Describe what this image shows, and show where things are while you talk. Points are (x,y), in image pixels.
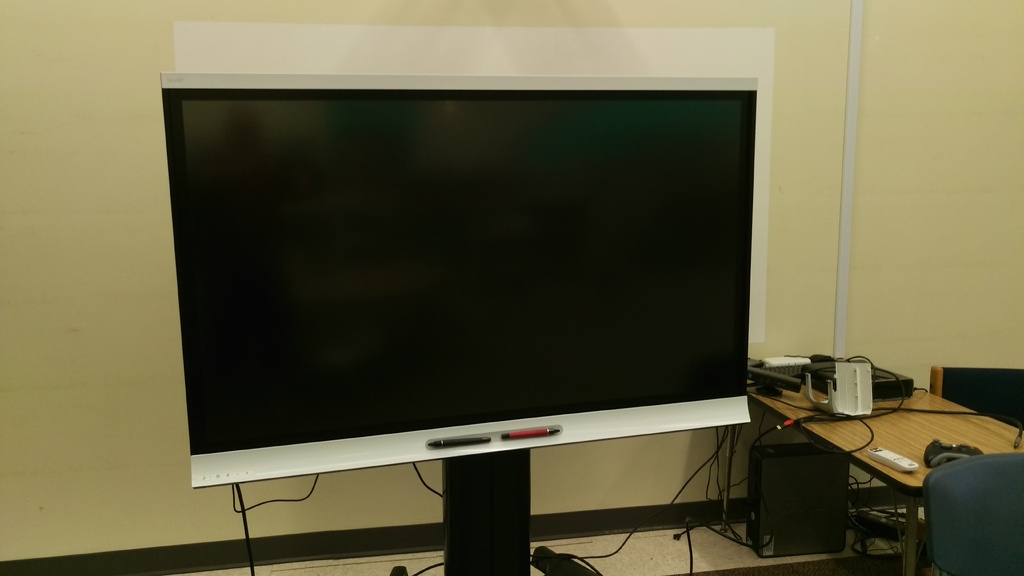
In this image there is a screen (587,262) beside that there is a table (931,436) and chairs (1008,388) also there are some boxes (843,397) on it and CPU (837,500) under that.
